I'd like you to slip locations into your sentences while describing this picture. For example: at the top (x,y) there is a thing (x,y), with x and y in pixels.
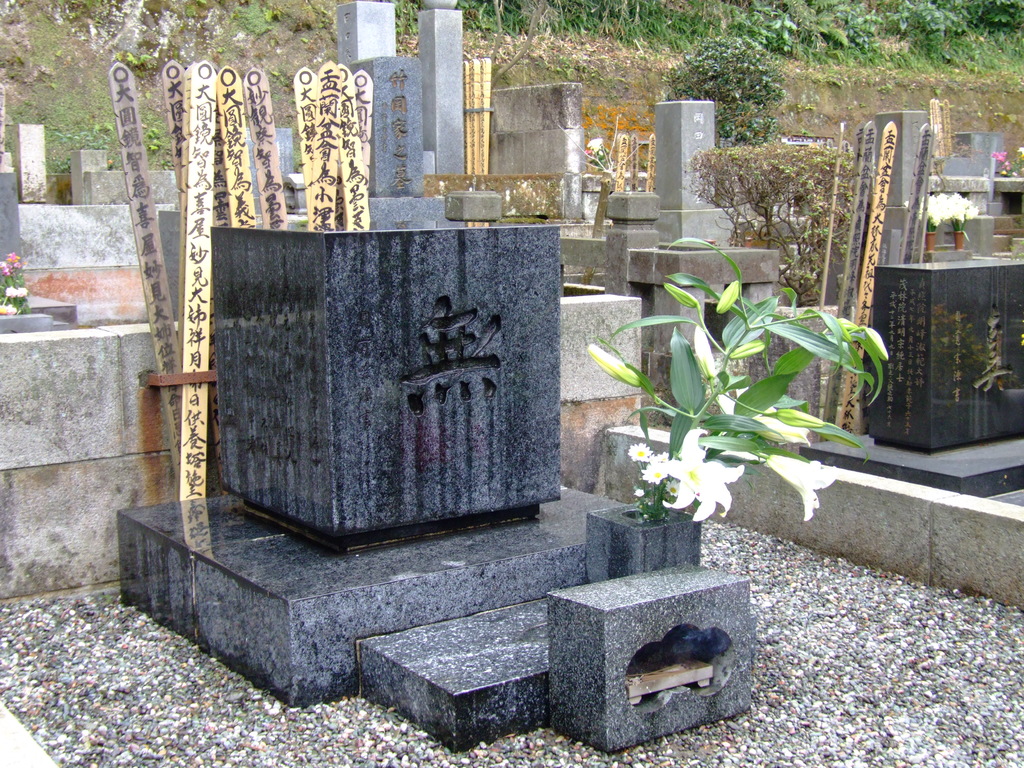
In the image we can see stones (900,704), flower plant (691,408), planter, wooden stick (211,168) and a grass (850,64).
